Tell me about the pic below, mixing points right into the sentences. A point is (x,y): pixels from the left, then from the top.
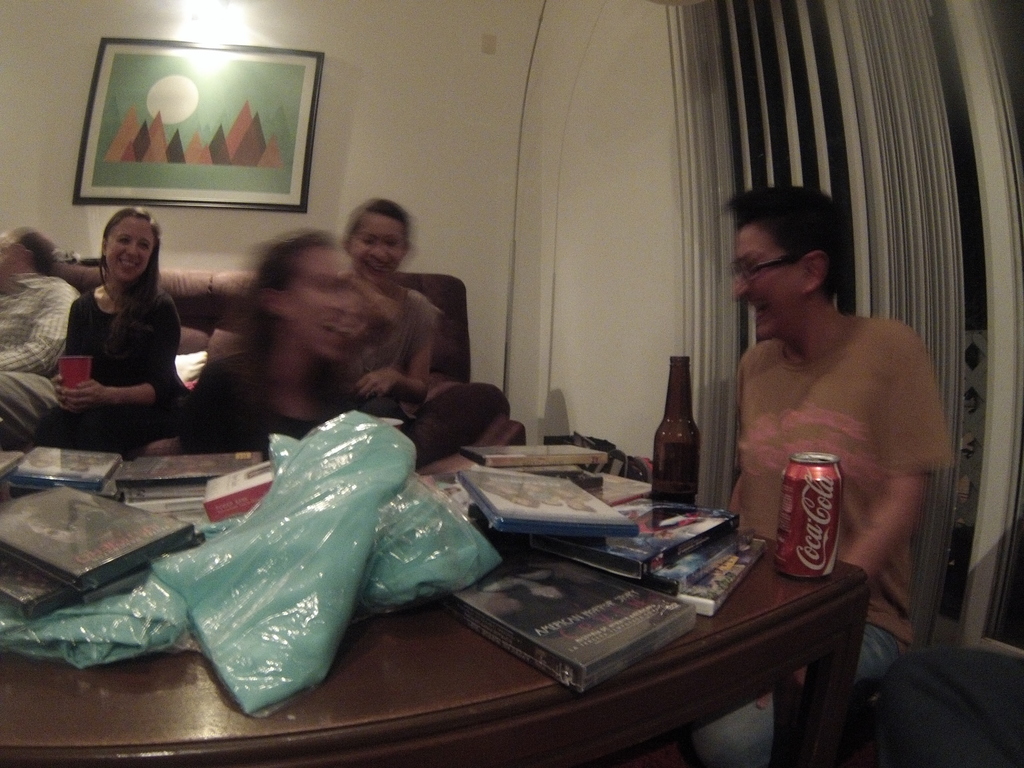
This is an inside view. Here I can see few people (778,483) are sitting on the chairs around the table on which few books (179,549) and packets (349,521) are placed. In the background (657,79) there is a wall (384,119) on which a frame (172,97) is attached. The people (86,323) who are sitting are laughing.
